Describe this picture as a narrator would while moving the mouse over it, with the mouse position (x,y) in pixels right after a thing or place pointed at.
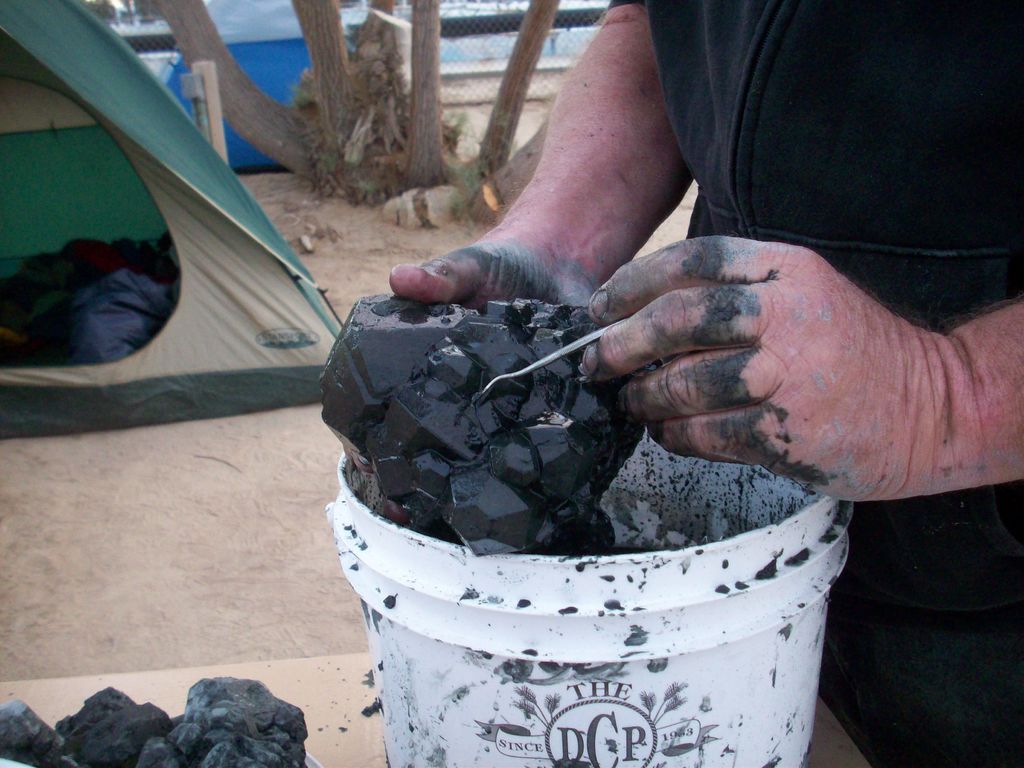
This image is taken outdoors. At the bottom of the image (361,744) there is a table (346,724) with a few charcoal (141,725) and a bucket (542,613) on it. On the right side of the image (924,193) a man (736,223) is standing on the ground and he is holding charcoal (449,408) in his hand (656,392). In the background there is a tent (99,426). There is a tree (417,102) and a fencing (488,38).
